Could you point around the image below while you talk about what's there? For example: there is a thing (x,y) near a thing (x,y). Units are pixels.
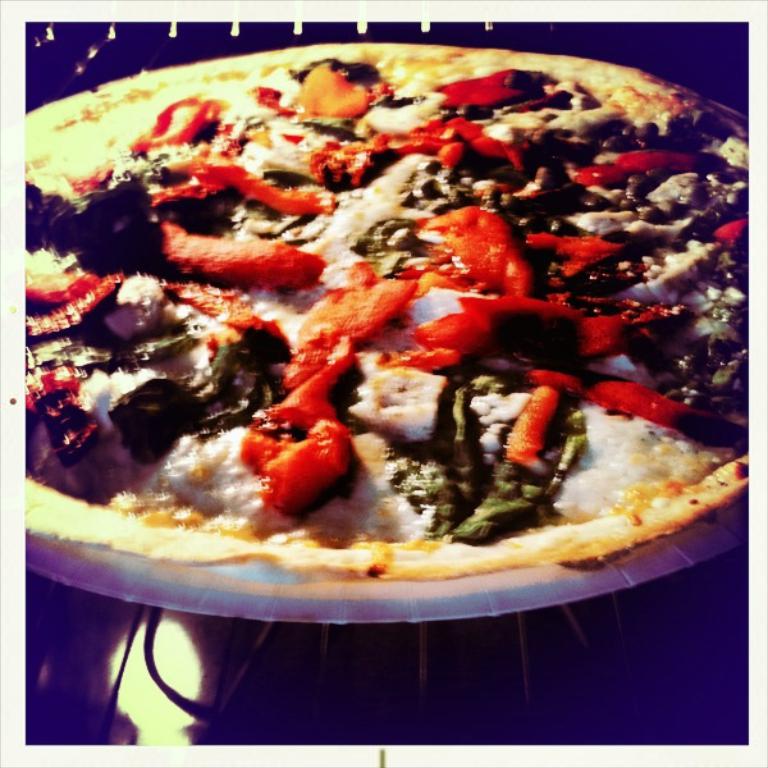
In this picture we can see a food item (281,517) on a plate (63,560) and this plate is on a platform (720,683).
